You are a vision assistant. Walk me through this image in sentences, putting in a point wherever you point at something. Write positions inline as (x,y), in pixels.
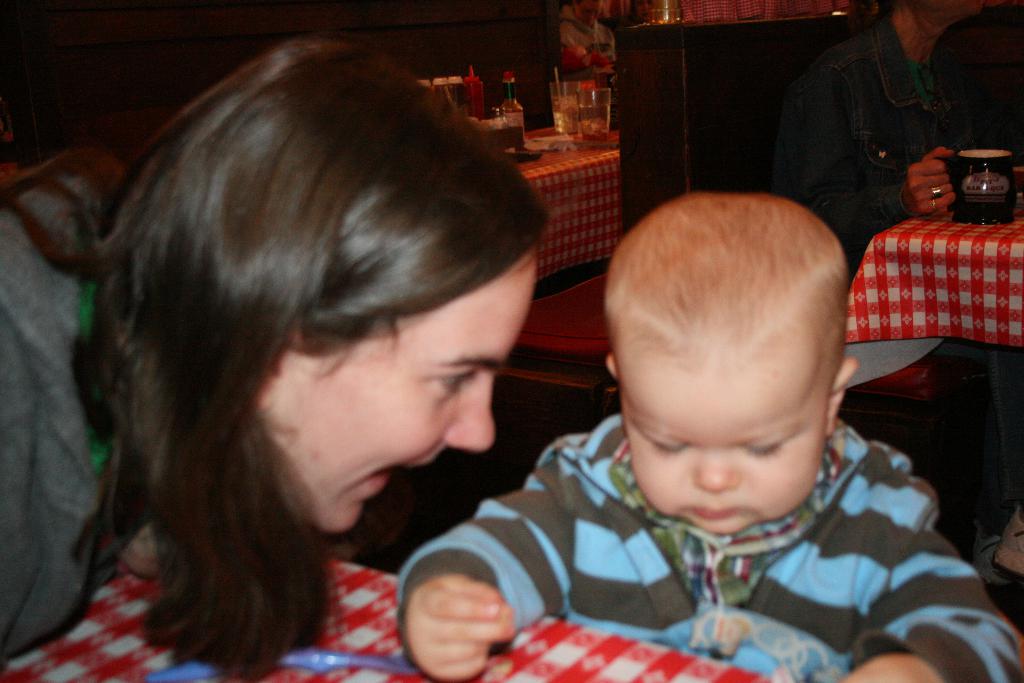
In this image we can see a person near the kid (750,395). And we can see there are two persons (843,131) sitting on the couch (693,125) and holding cup (956,208). There are tables (581,219) with a cloth (588,229), on the table (538,163) there are glasses (568,123), bottles (469,85) and a few objects (502,120).
